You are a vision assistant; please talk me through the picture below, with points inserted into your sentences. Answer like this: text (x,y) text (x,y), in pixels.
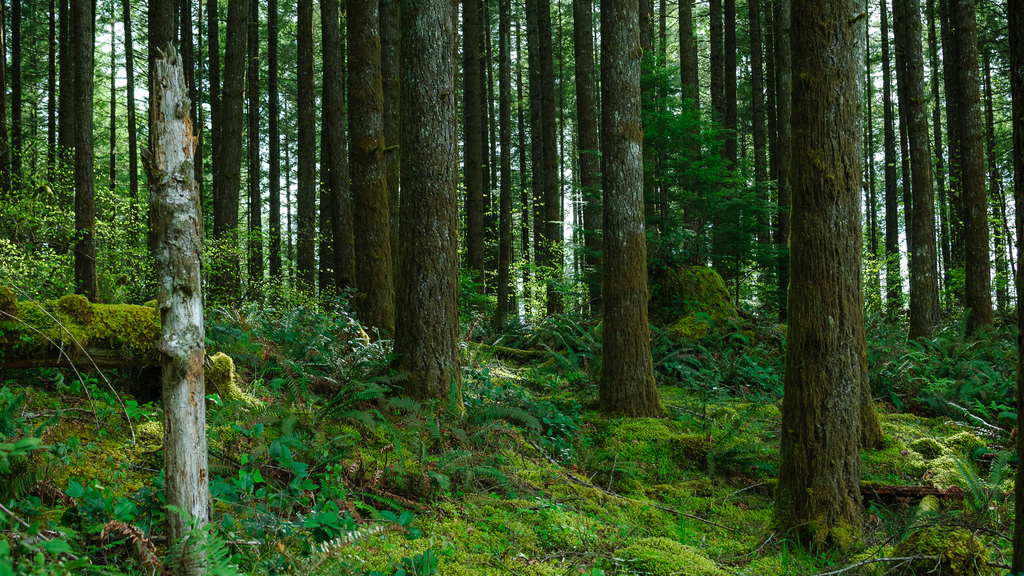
In this image there are plants (515,373) and trees (514,80).
